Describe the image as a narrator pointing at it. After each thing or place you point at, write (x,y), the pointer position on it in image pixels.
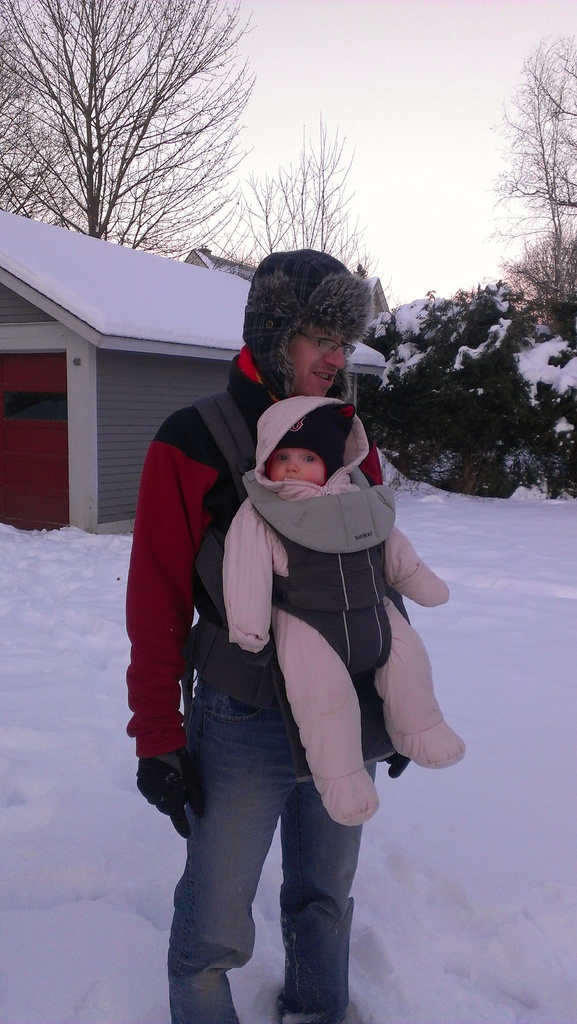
In this image I can see a person (182,926) is standing on the snow (374,970) and carrying a baby (393,630) in a carrier (357,634). In the background (209,378) I can see a house (213,388), trees (441,361) and the sky (418,182). This image is taken during a day.
